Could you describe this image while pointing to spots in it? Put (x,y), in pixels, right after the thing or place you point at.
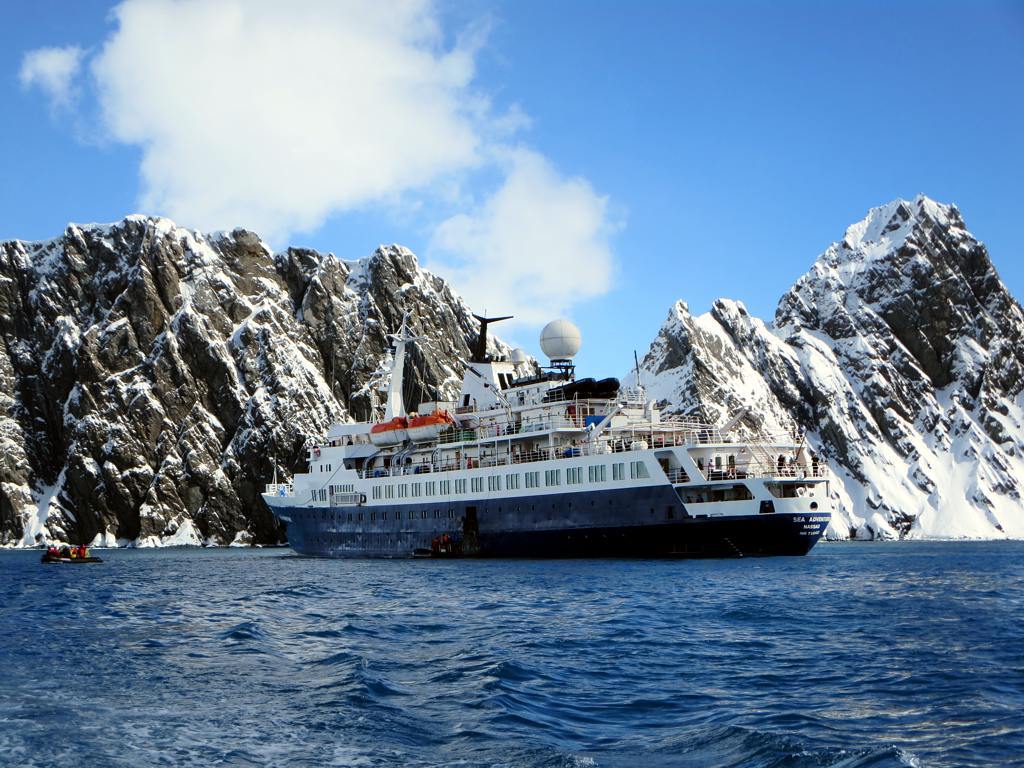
At the bottom of the image (196,565) there is water (418,565), above the water (158,732) there is ship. Behind the ship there are some hills (970,440) and snow (1004,428). At the top of the image (494,169) there are some clouds (396,200) and sky (966,26).
